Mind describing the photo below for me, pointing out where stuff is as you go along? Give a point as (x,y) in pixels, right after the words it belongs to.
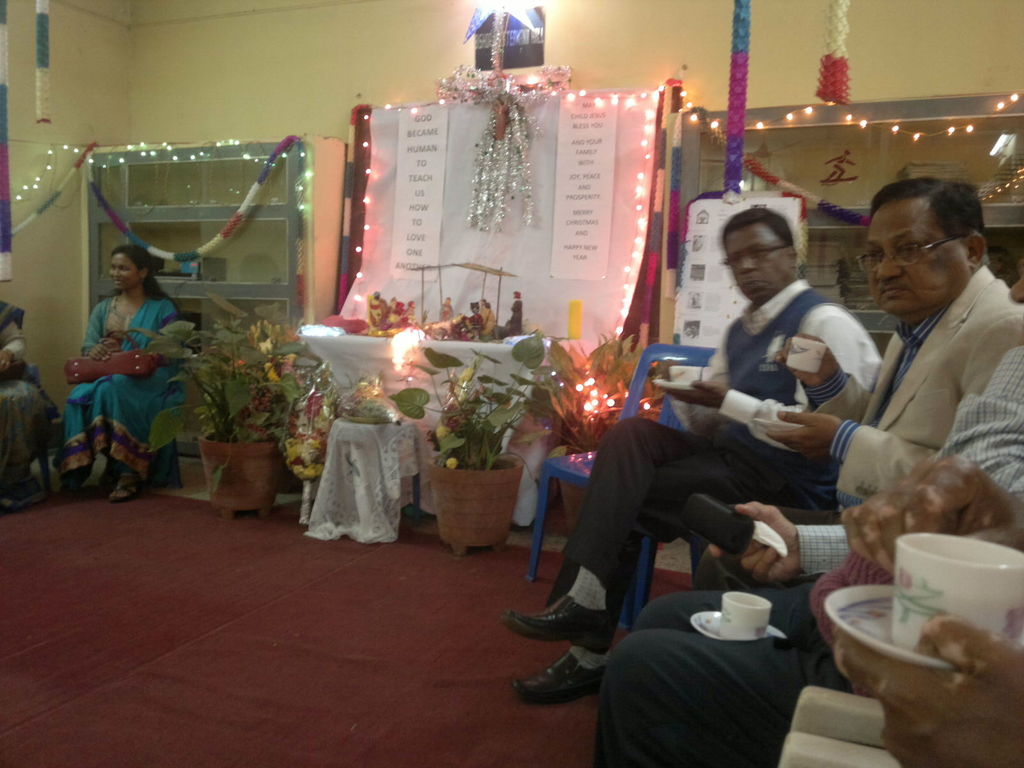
In the foreground of this picture (855,653), there are persons (855,672) sitting on the chair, plants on the ground (557,556), few decoration items (746,45) to the ceiling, cupboards (298,172), and the wall (290,122).
